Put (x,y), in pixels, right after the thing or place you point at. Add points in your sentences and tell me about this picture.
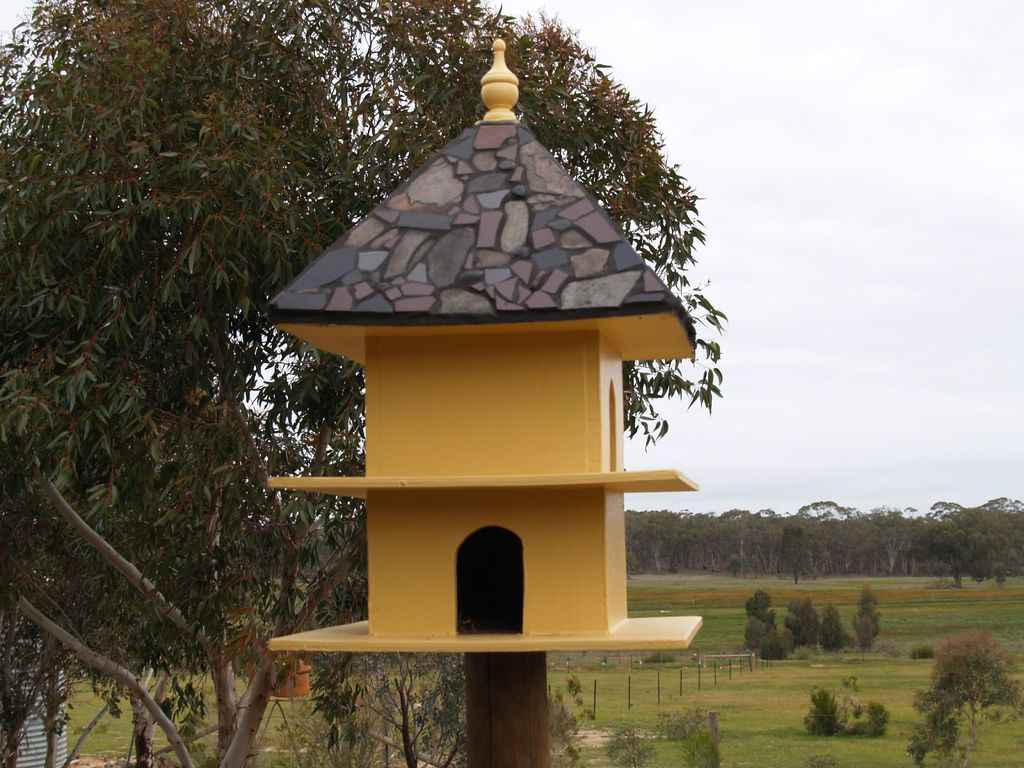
In this picture we can see a bird house (477,484) here, on the left side (189,391) there is a tree (146,353), at the bottom (900,736) we can see grass (835,738), in the background (843,638) there are some trees (845,545), we can see sky (792,258) at the top of the picture (802,229).
